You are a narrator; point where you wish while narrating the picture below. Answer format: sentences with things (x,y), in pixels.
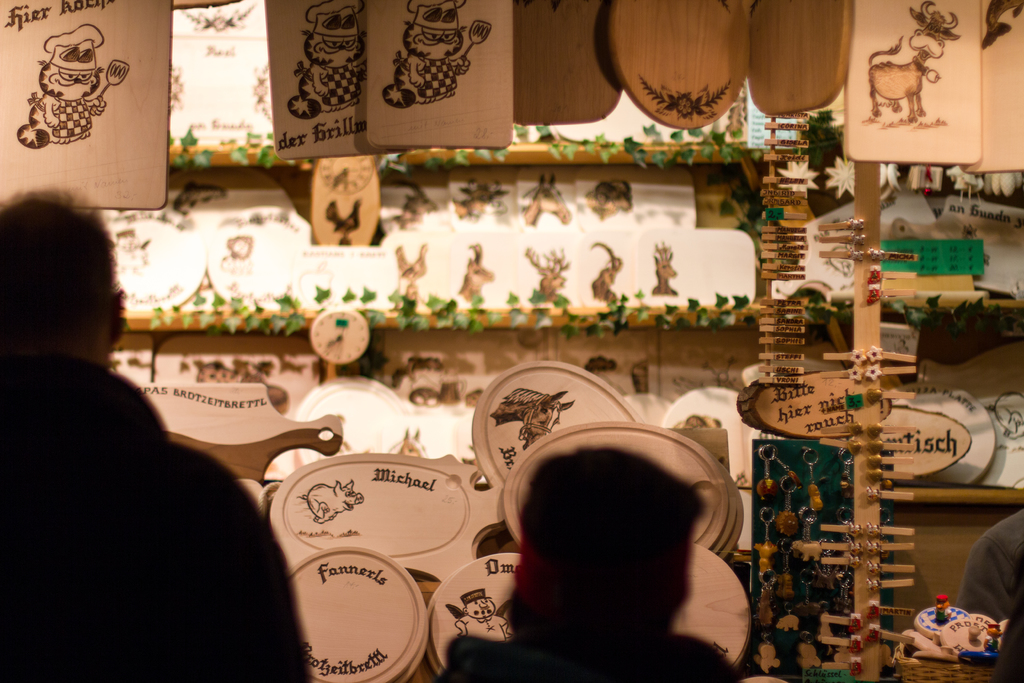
In this image we can see people (168,630). In the background (703,439), we can see wooden objects (510,67), keychains (825,568), basket (927,663) and objects (399,277) arranged in a rack (647,323). There is a person (1000,574) in the right bottom of the image (1006,580).
